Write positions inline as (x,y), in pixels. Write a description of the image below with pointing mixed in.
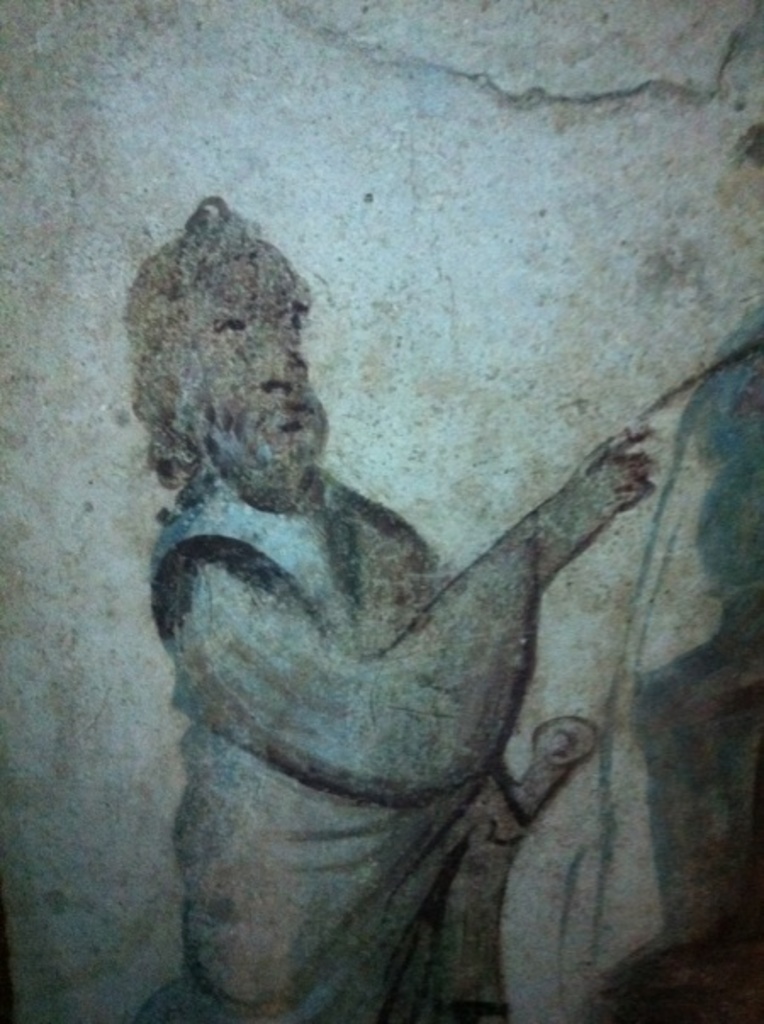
In the picture we can see a painting (249,864) of a man (184,277) raising his hand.
